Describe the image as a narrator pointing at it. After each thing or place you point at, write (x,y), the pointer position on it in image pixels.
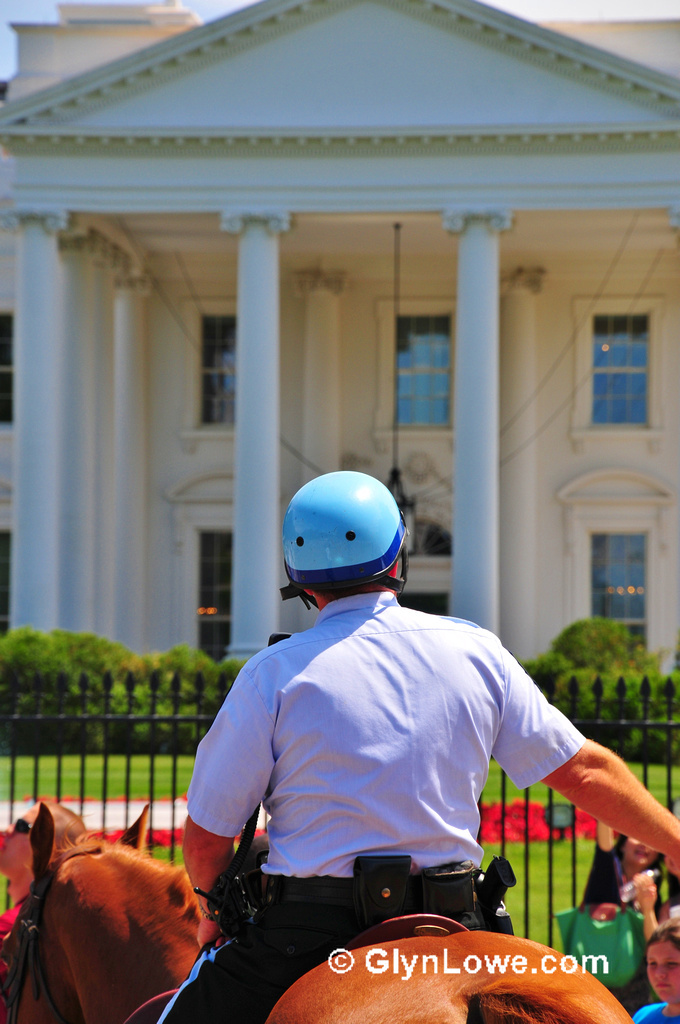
This man (299,895) is sitting on a horse (489,1009) wore blue helmet (393,564). Fence (629,725) is in black color. Far there are plants (102,651) and grass (67,775). A white house building (329,75) with white pillar (478,405) and windows (429,366).
